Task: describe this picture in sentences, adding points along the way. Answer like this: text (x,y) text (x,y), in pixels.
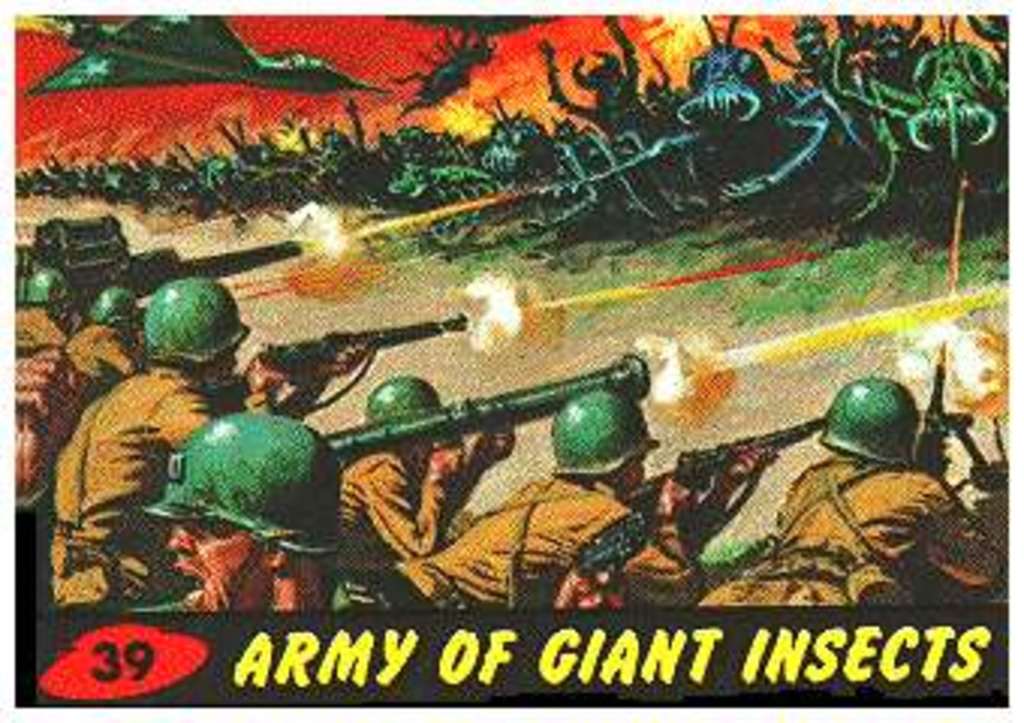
In this picture we can see a poster (514,694), in this poster (592,585) there are people (123,449) holding guns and we can see text (503,661).
